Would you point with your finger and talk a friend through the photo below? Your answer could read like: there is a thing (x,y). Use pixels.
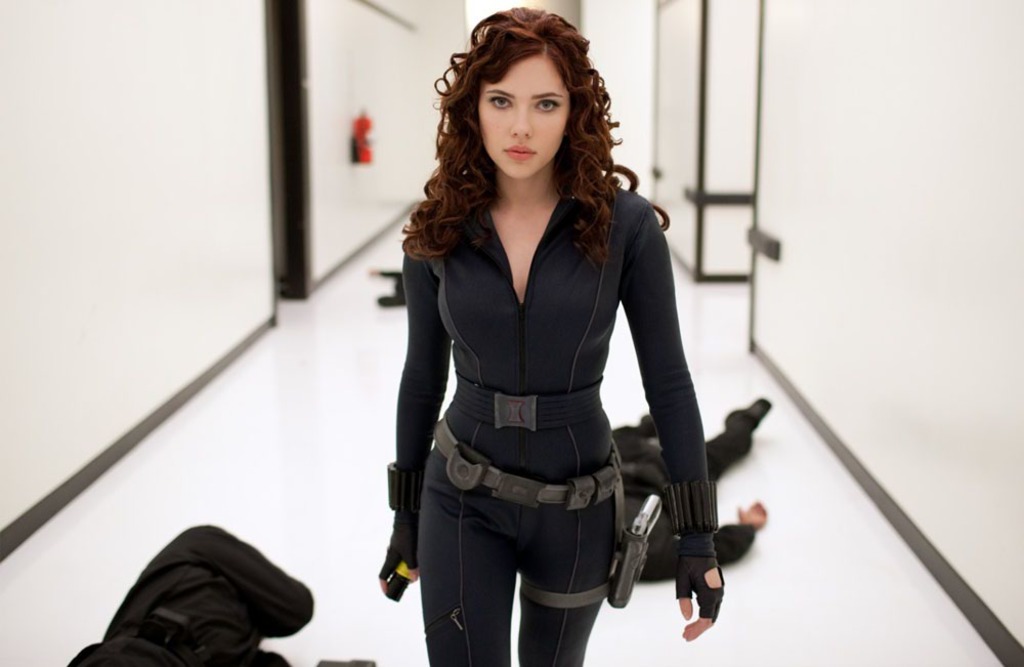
In this image, we can see a lady (467,488) holding an object (403,579) and in the background (209,613), there are some people (644,470) lying on the floor (813,466) and we can see doors (296,129).
